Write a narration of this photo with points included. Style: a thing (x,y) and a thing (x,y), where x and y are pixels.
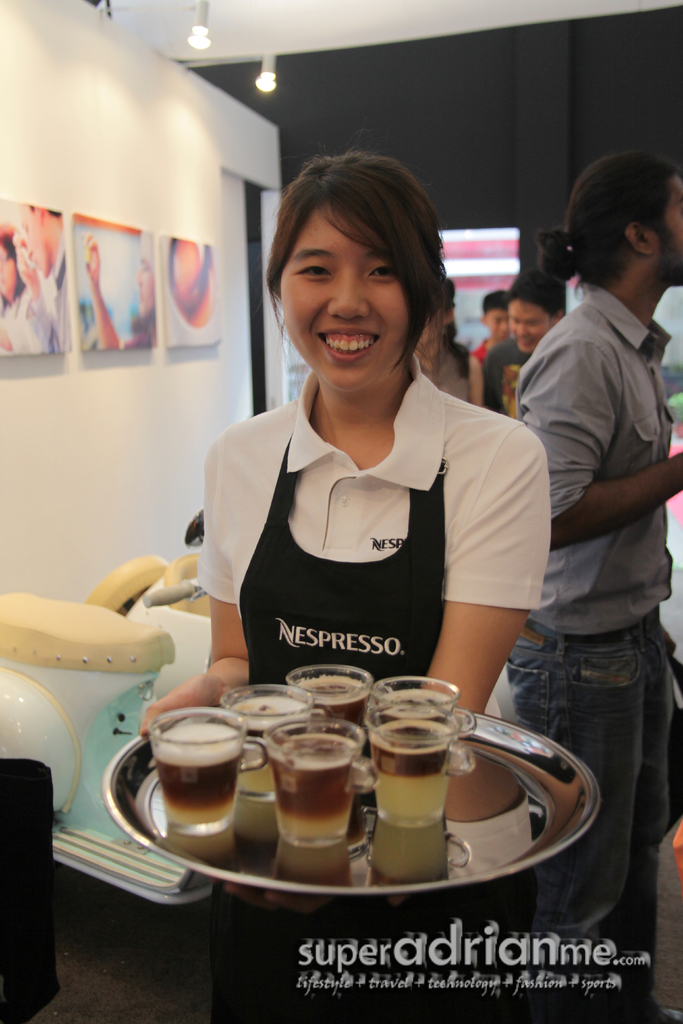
In this image I can see number of people (424,562) are standing and here I can see she is holding a plate (531,789). I can also see few glasses (353,721) in this plate (474,812) and I can see smile on her face (313,323). In the background (42,440) I can see few frames (97,281) on wall (111,464) and I can also see watermark (309,959) over here.
